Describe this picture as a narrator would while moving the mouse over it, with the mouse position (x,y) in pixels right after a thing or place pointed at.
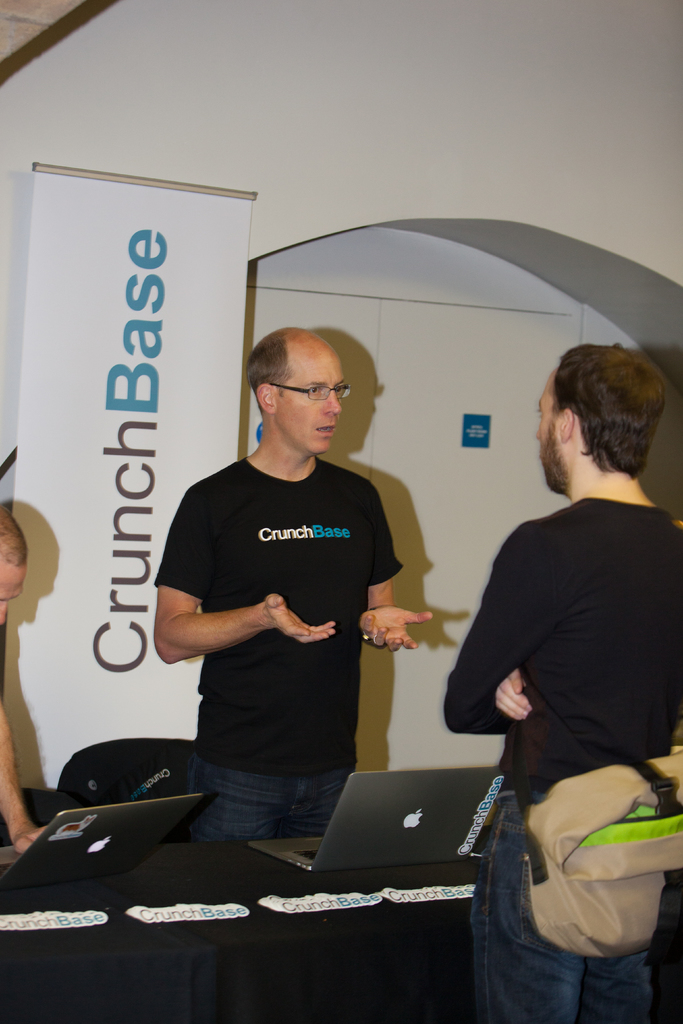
In the center of the image (298,364) we can see people (298,395) standing, before them there is a table (371,964) and we can see laptops (74,864) placed on the table (363,948). In the background (228,247) there is a banner (191,277) and a wall (458,403).
